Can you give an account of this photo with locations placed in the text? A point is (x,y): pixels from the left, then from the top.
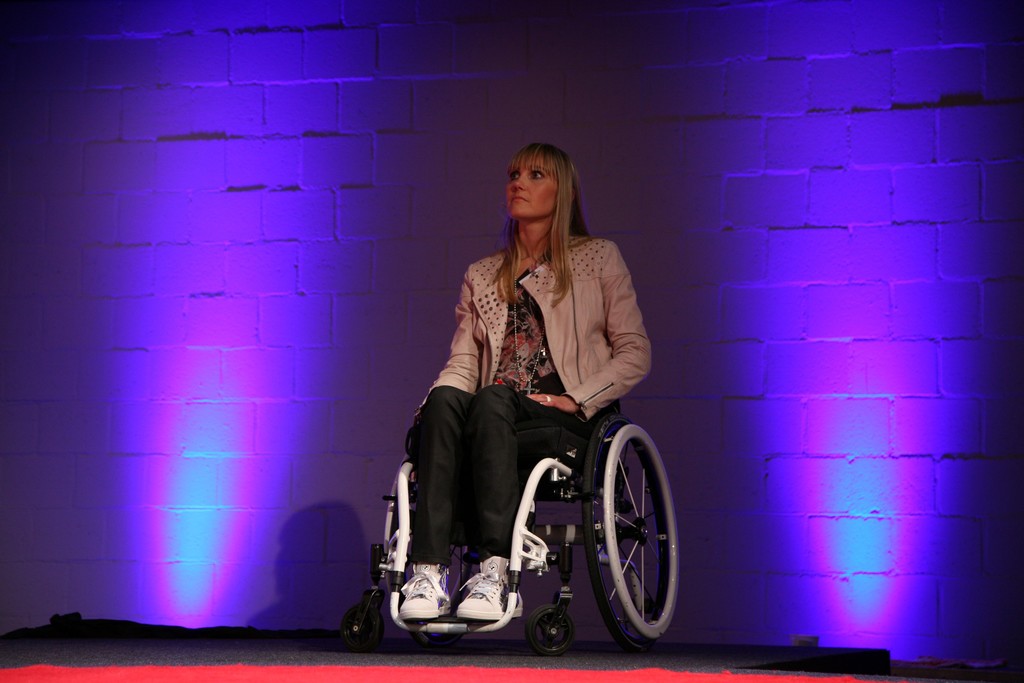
In this image I can see the person (549,382) sitting on the wheelchair (537,490). The person (498,458) is wearing the black, white and red color dress (515,396). She is also wearing the shoes (472,603). In the background (370,273) there is a wall (256,381).
